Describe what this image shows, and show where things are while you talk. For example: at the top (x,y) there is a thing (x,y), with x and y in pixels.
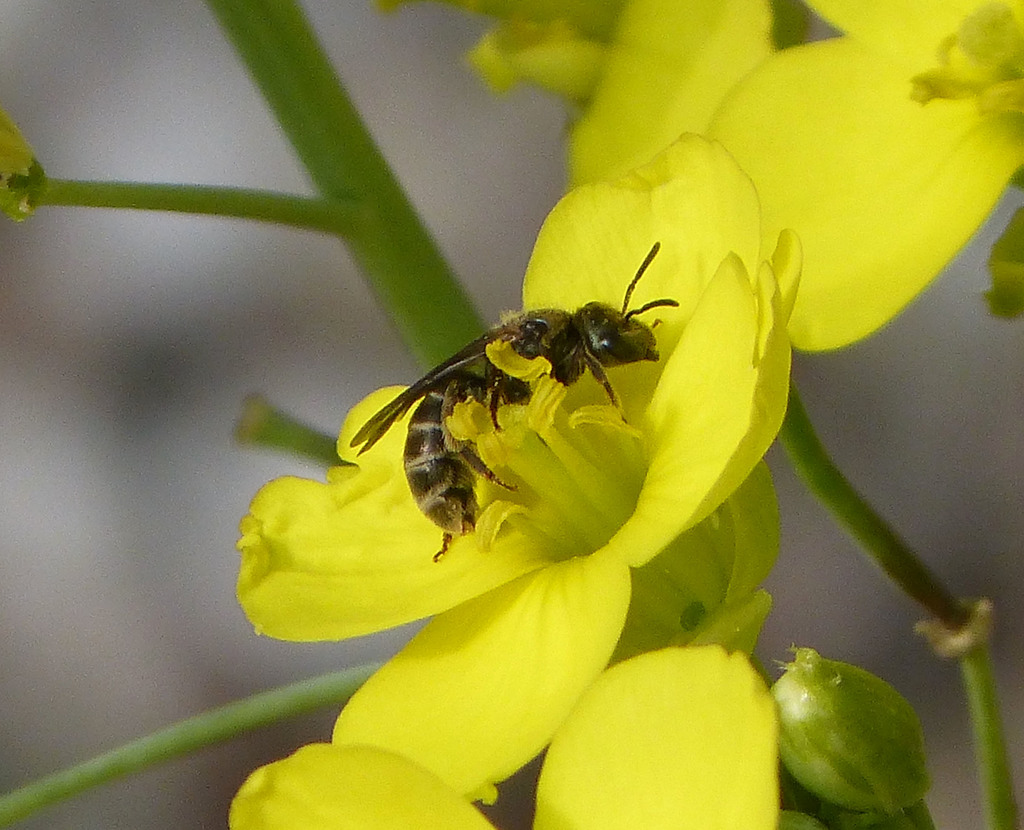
In this image we can see flowers (440,540), a flower bud (809,707), branch (445,360), we can see an insect (474,373).
